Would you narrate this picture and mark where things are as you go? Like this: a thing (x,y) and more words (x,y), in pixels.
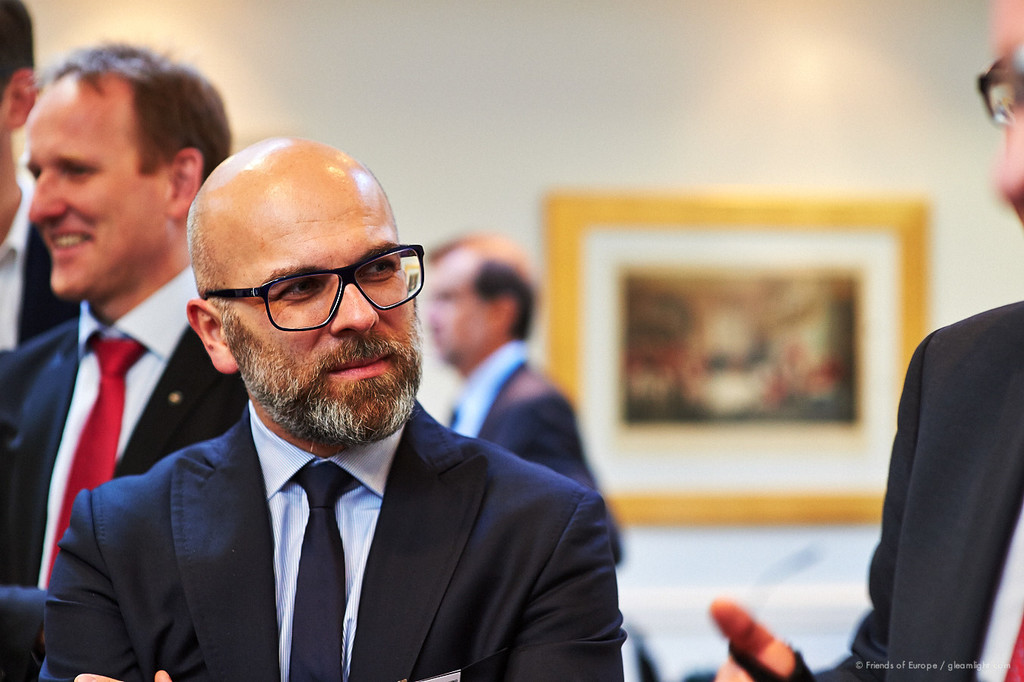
In this image, we can see persons (457,410) wearing clothes (590,472). There is a photo frame (617,268) on the wall (487,85). In the background (537,175), image is blurred.
